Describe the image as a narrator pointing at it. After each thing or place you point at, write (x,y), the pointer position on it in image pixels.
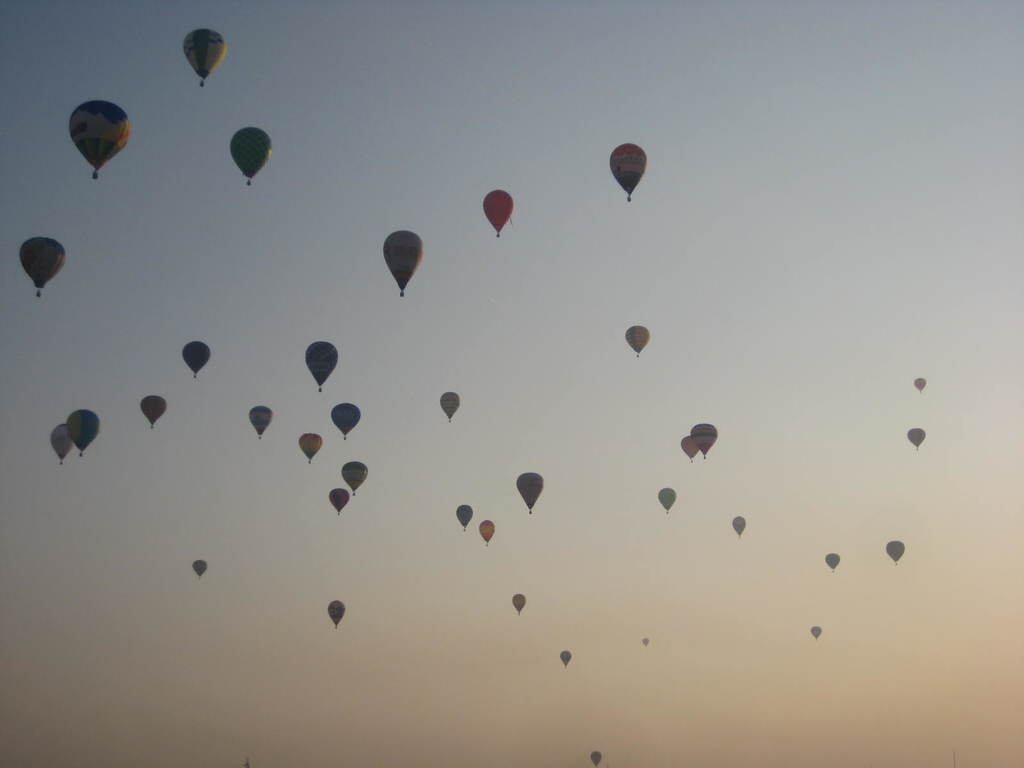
In this picture we can see some hot air balloon (692,449) in the air (509,315), in the background (753,272) there is the sky (805,231).
